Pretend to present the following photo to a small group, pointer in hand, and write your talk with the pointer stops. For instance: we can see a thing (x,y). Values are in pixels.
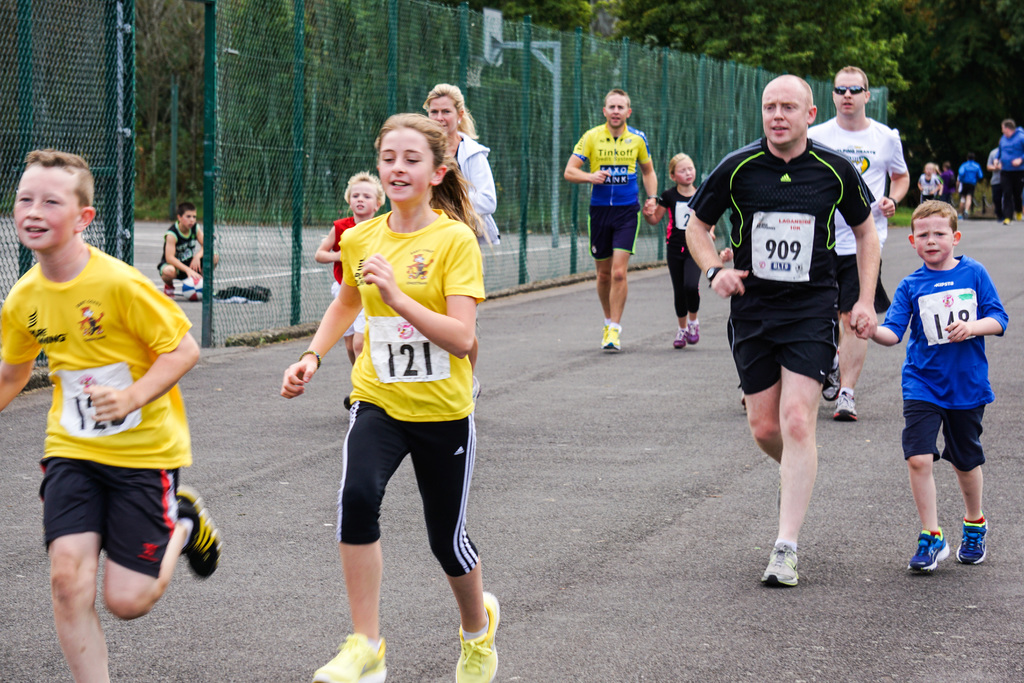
This picture is clicked outside. In the center (462,319) we can see the group of persons (463,255) wearing t-shirts (423,390) and running on the ground (887,264). In the background (705,48) we can see the trees (563,20), net (276,145), metal rods (207,222) and a person (171,239) squatting on the ground (188,308) and we can see a ball (190,288) and some other objects (238,286).
